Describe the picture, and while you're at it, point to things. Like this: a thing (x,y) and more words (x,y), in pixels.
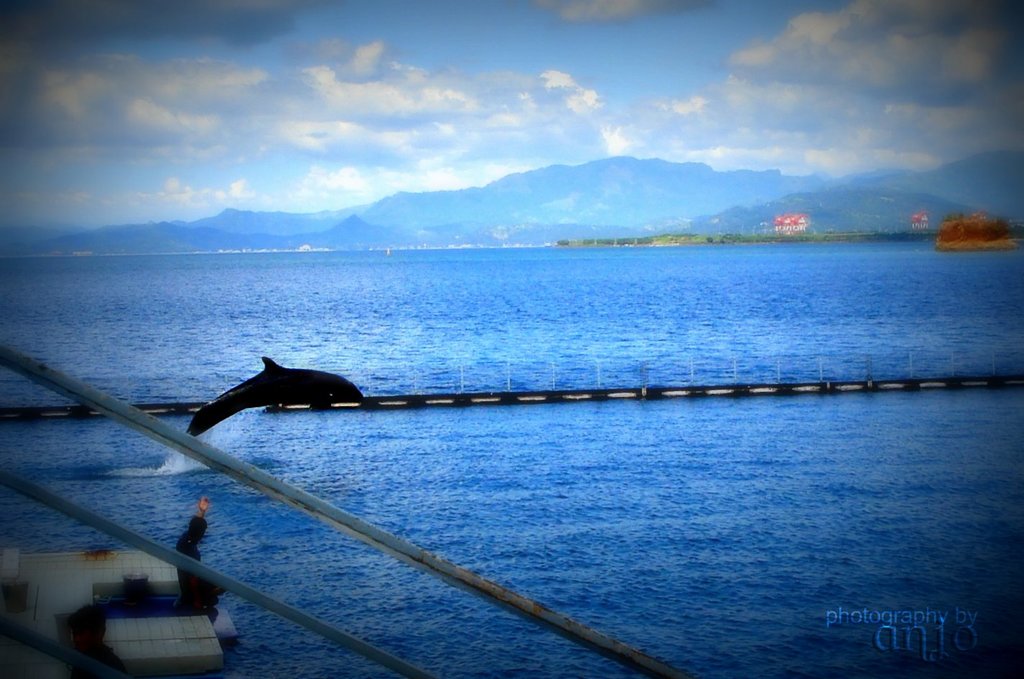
In this image we can see water (571,433). And there is a dolphin (263,397) jumping above the water (435,450). And there are rods (215,576). And we can see a person (180,570). In the right bottom corner (894,642) there is a watermark (911,639). There is a barrier (288,410) across the water (210,391). In the background (285,206) there are hills (650,183) and sky (545,140) with clouds (504,131).
